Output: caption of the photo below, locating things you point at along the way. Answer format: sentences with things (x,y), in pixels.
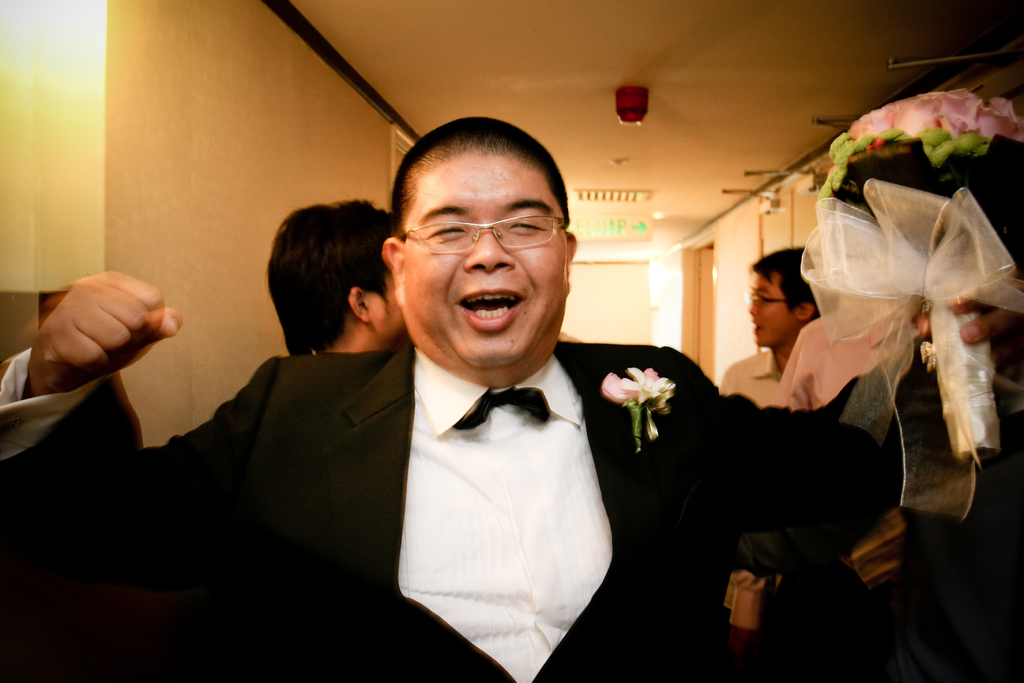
In this image, we can see a person (502,543) in a suit (695,566) is holding a flower bouquet (946,381) and smiling. Background (809,346) we can see people's (397,325), wall (173,288), sign board (630,231), ceiling (681,217) and few objects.
